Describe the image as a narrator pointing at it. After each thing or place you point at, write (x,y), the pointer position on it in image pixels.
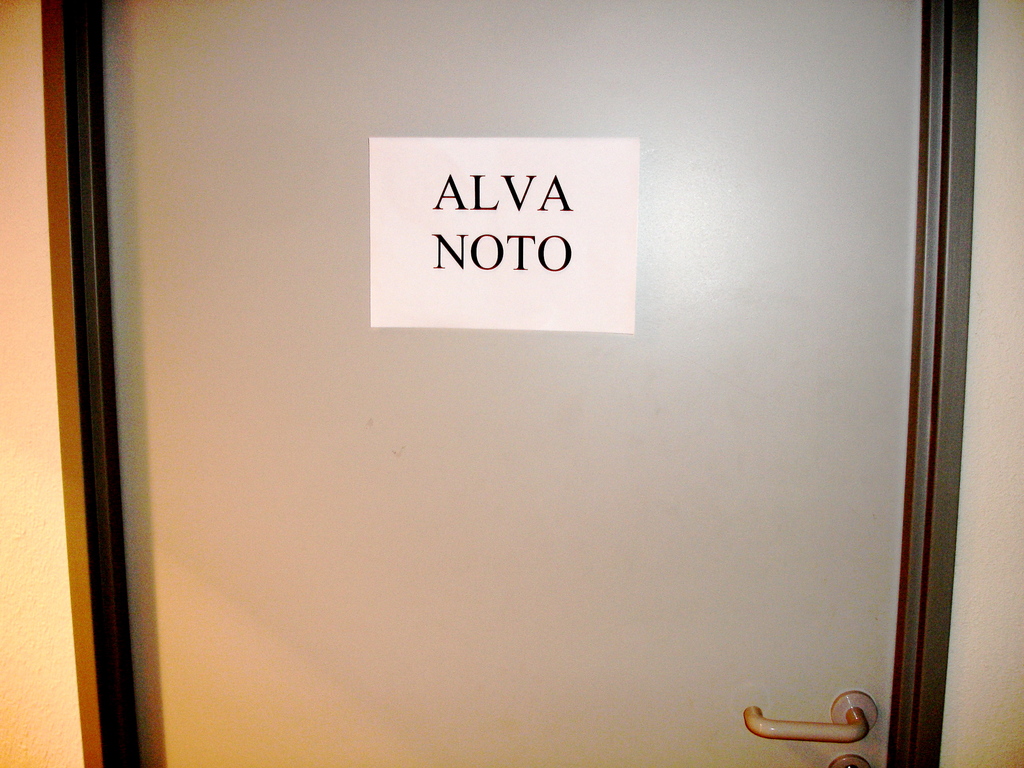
In this image there is a door (156,698), on that door (366,226) there is a poster (587,209), on that poster (490,247) there is some text (487,208).
